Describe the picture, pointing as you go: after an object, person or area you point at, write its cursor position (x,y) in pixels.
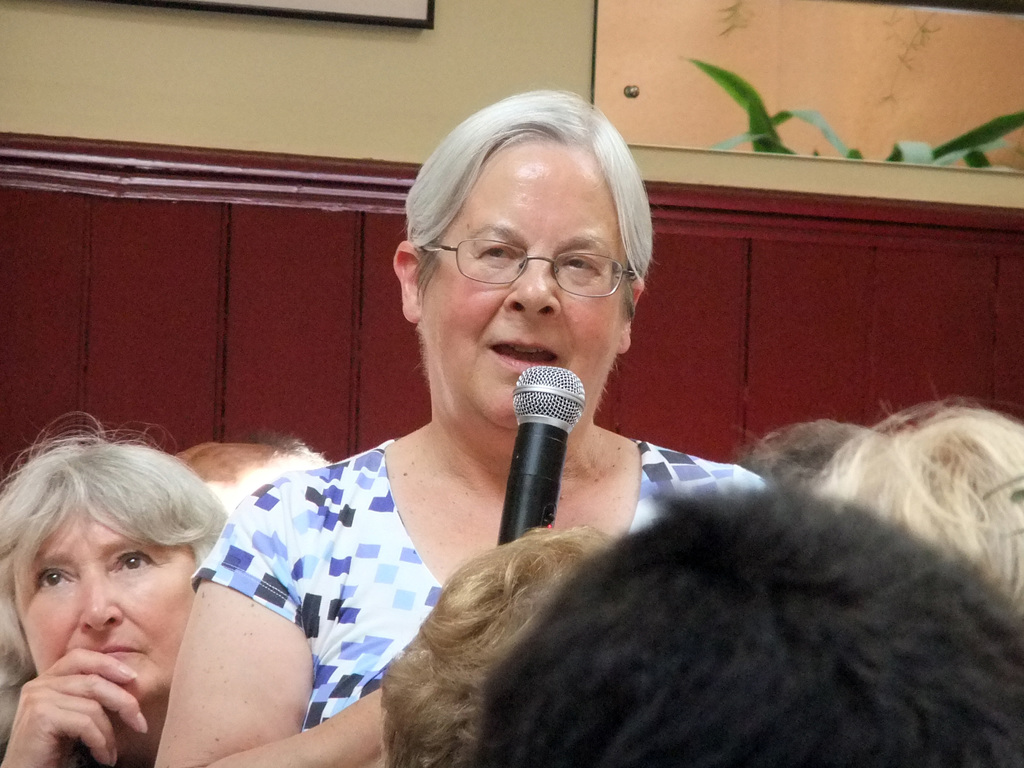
This picture shows a woman (415,522) standing and the speaking with the help of a microphone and we see people (83,601) seated around and we see a photo frame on the wall (458,5) and a plant (942,151) on the side.
